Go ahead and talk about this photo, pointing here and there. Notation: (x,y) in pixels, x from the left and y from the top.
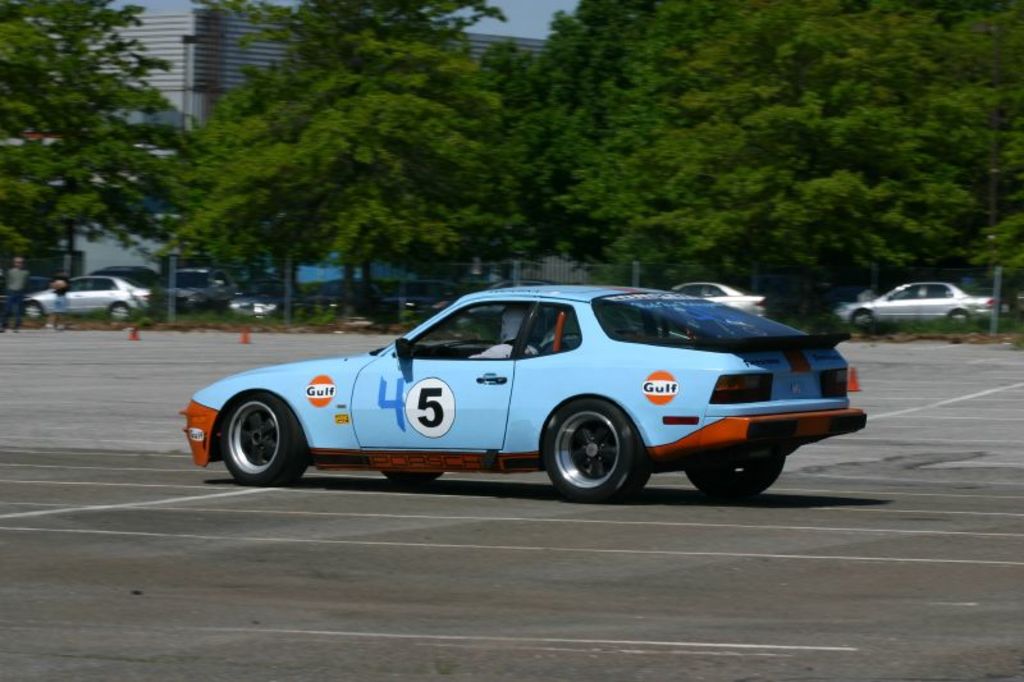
In this image I can see few vehicles (508,388). In front (490,394) the vehicle (508,388) is in blue color, I can also see two persons (7,311) walking, background (927,159) I can see trees (554,161) in green color, a building (242,32) and the sky (502,23) is in blue color.
